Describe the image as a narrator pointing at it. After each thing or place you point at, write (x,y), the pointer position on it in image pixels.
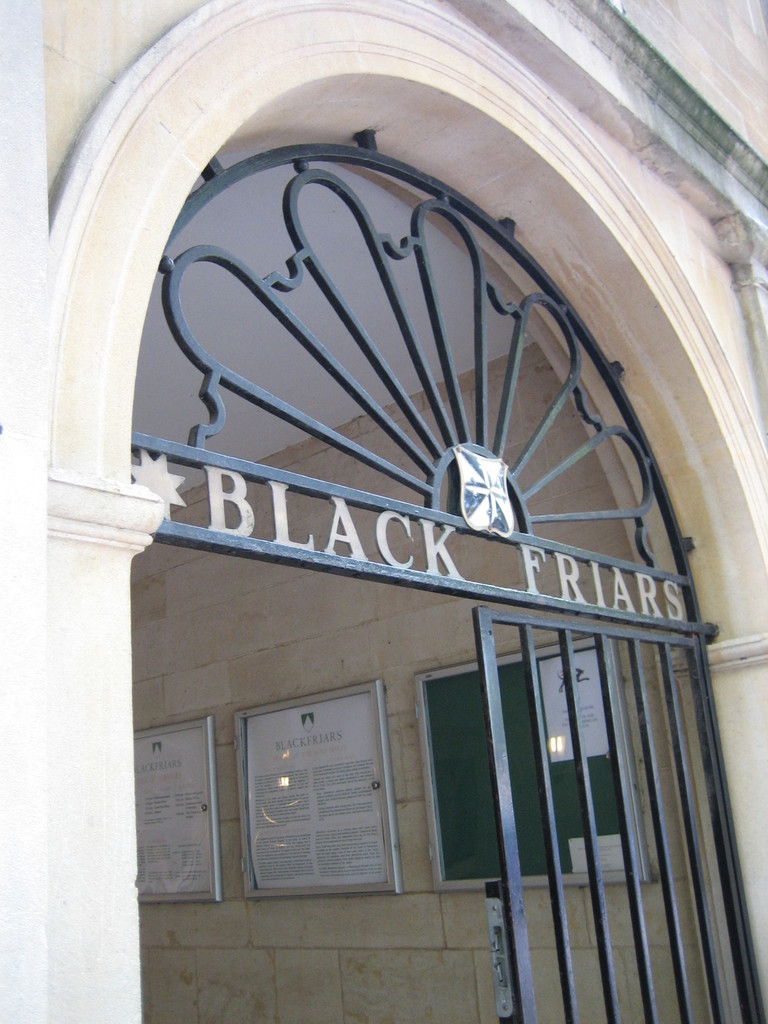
In this image we can see gate (585,747), arch (140,232) and stone walls (186,950) where a few boards (253,729) are placed in the background (193,819).
